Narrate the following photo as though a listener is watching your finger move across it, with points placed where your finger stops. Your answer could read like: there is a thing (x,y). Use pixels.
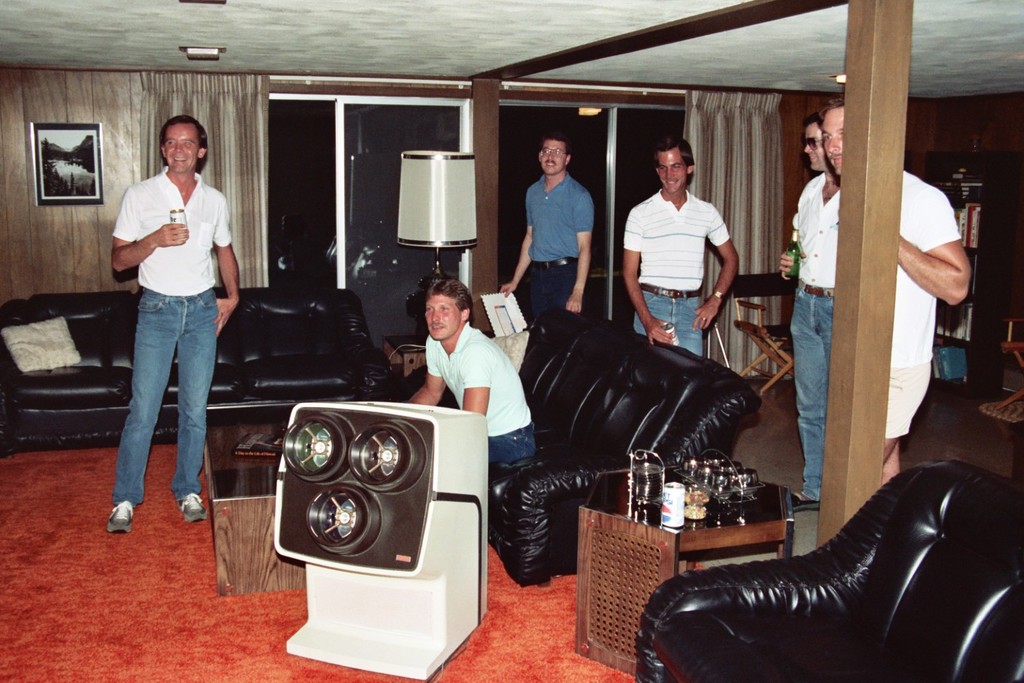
In this image there are a group of persons (209,262) who are standing and in the middle of the image (344,344) there is couch (611,391) and on that couch (533,357) there is one person (477,366) who is sitting and he is wearing a light green shirt (466,353). And on the top (262,26) there is one ceiling (471,30) and on the background (246,141) there is glass door (373,144) and curtains (709,168) are there. And on the left side of the image (31,219) there is one wooden wall (73,109) and on that wooden wall (40,237) there is one photo frame (62,171) and on the floor (100,580) there is one carpet (148,601). Beside the couch (581,424) there is one table (659,533) on that table (672,527) there are some glasses (688,473) and bowls (692,493) are there and on the right side of the image (869,284) there is one pole (861,309).
